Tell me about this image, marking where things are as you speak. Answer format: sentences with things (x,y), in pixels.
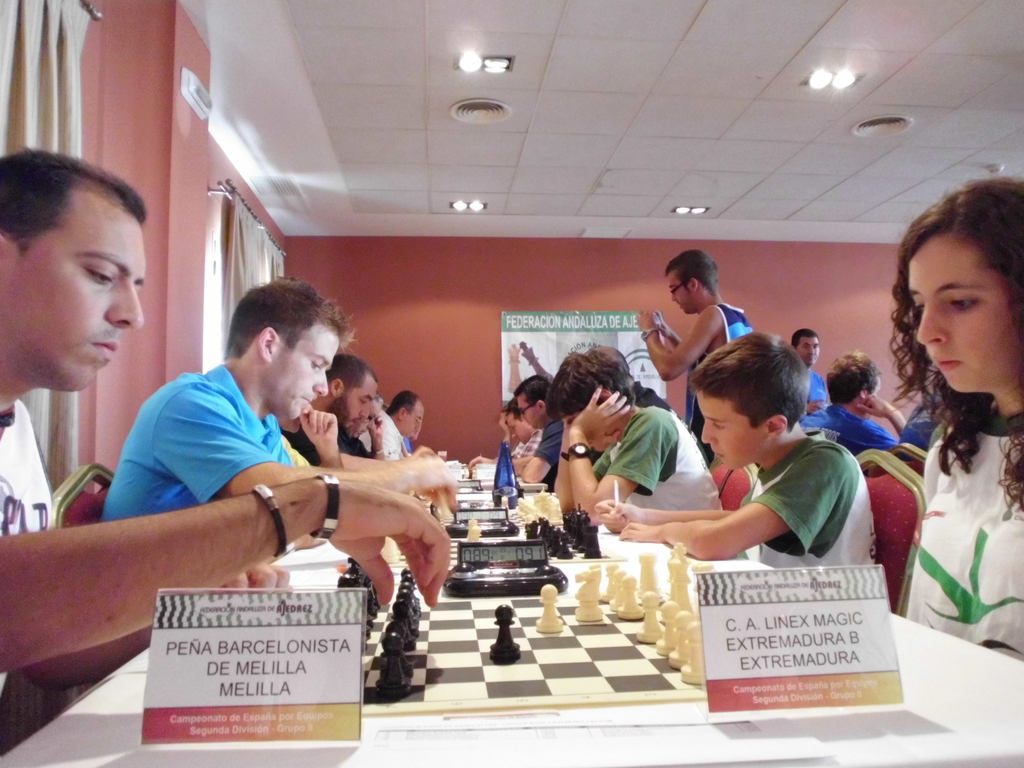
This is the picture inside of the room (407,284). There are group of people (415,432) sitting at the table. There are chess boards (440,606), devices (461,573), bottles (508,483) on the table (951,662). They are playing chess. At the back (547,317) there is a poster (550,320) on the wall (542,285). At the left (41,47) there are curtains (234,296). At the top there are lights (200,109).
